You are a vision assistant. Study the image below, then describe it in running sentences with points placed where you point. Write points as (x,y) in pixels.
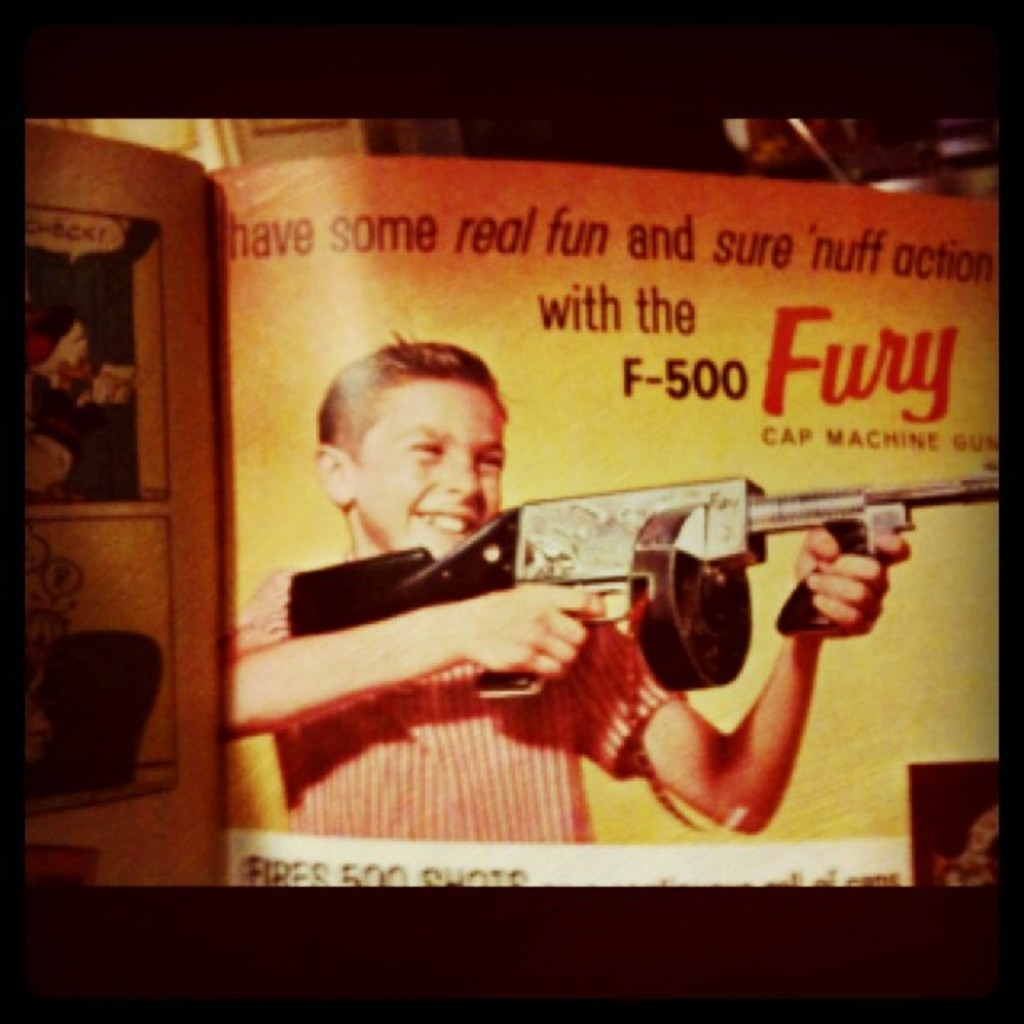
This image looks like a book (412,628) there is a depiction of person (512,667) and there is text (798,363) in the foreground (490,436). And there are objects (864,140) in the background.
